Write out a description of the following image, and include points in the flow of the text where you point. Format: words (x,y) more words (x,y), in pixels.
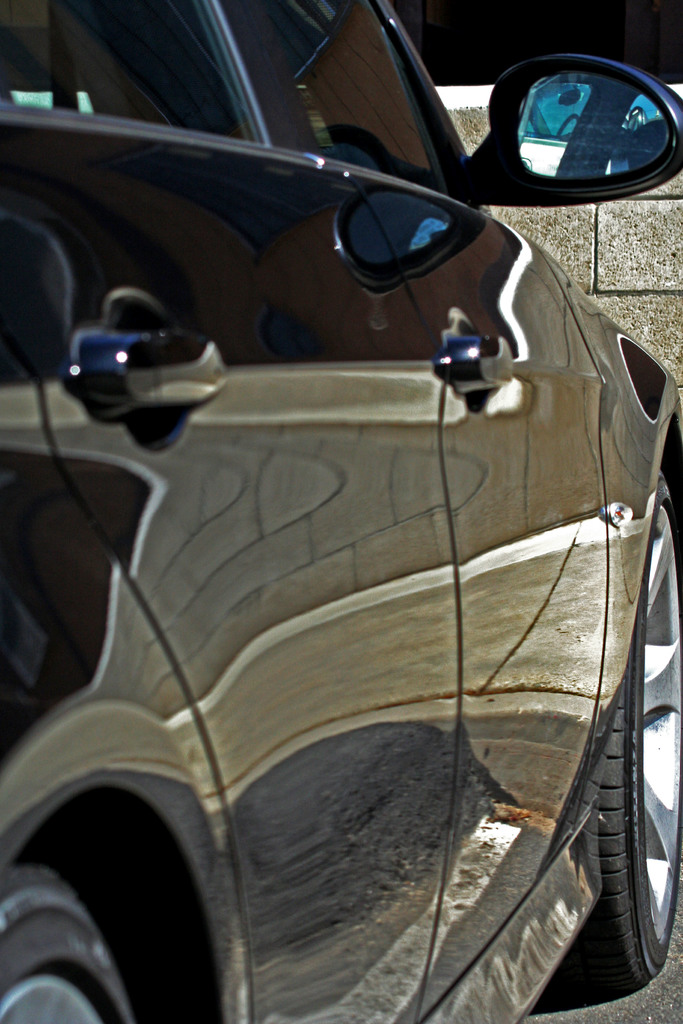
Here we can see a car (379,275) which is truncated.
